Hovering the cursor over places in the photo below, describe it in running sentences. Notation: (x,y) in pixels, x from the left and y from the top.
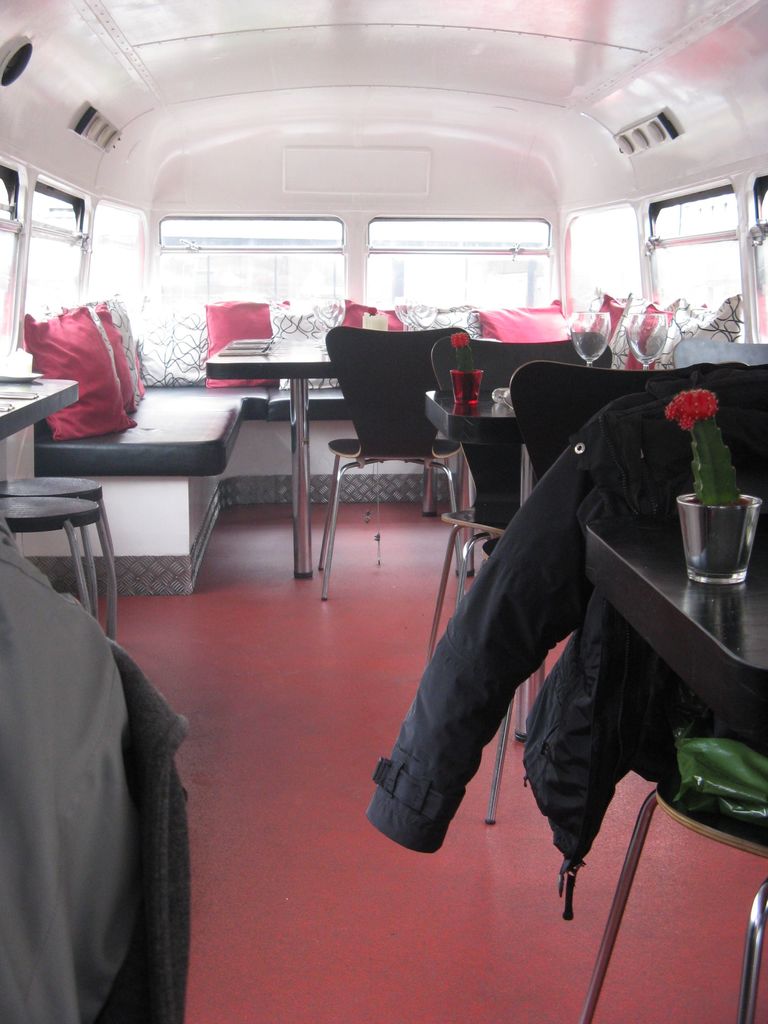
In this picture we can see some chairs (423,419) and tables (734,677). And there are some glasses (649,323) on the table (718,603). Here we can see a jacket (614,766) on the chair (720,834). And this is the floor (315,719).
